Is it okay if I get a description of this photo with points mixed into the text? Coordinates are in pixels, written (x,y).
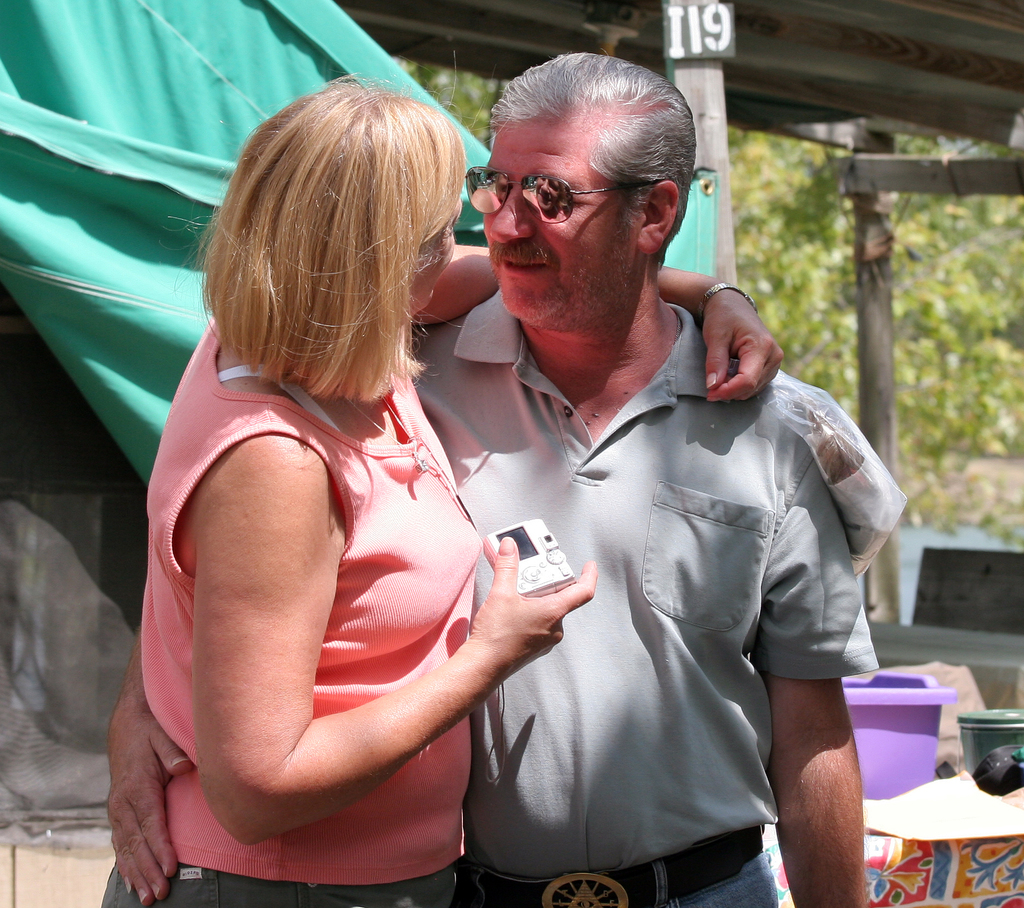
Here I can see a woman (283,680) and a man (657,807) are holding each other, standing and looking at each other. The woman (398,384) is holding a camera (525,569) in a hand (559,605). On the right side (903,744) there is a tub (879,755) and some other objects (933,817). In the background (187,207) there is a cloth (144,91), shed (503,54) and some trees (938,358).
